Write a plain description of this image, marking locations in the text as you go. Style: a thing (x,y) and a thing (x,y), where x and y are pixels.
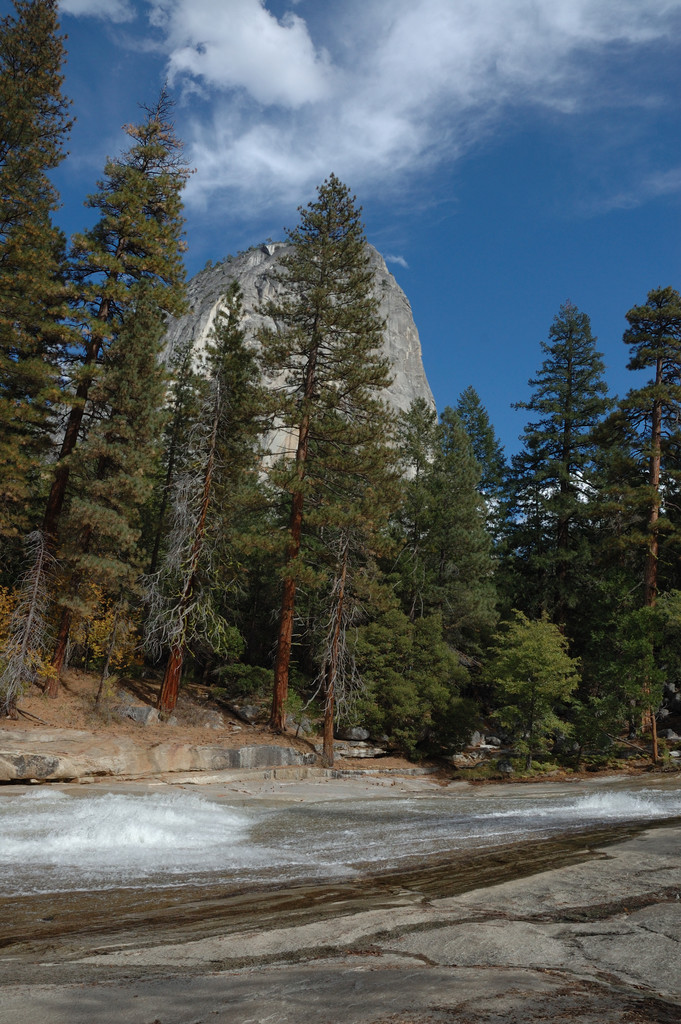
In this image we can see a group of trees (320,651), the mountain (396,378) and the sky (492,195) which looks cloudy. On the bottom of the image (239,858) we can see some water (232,832) on the ground (372,1002).
